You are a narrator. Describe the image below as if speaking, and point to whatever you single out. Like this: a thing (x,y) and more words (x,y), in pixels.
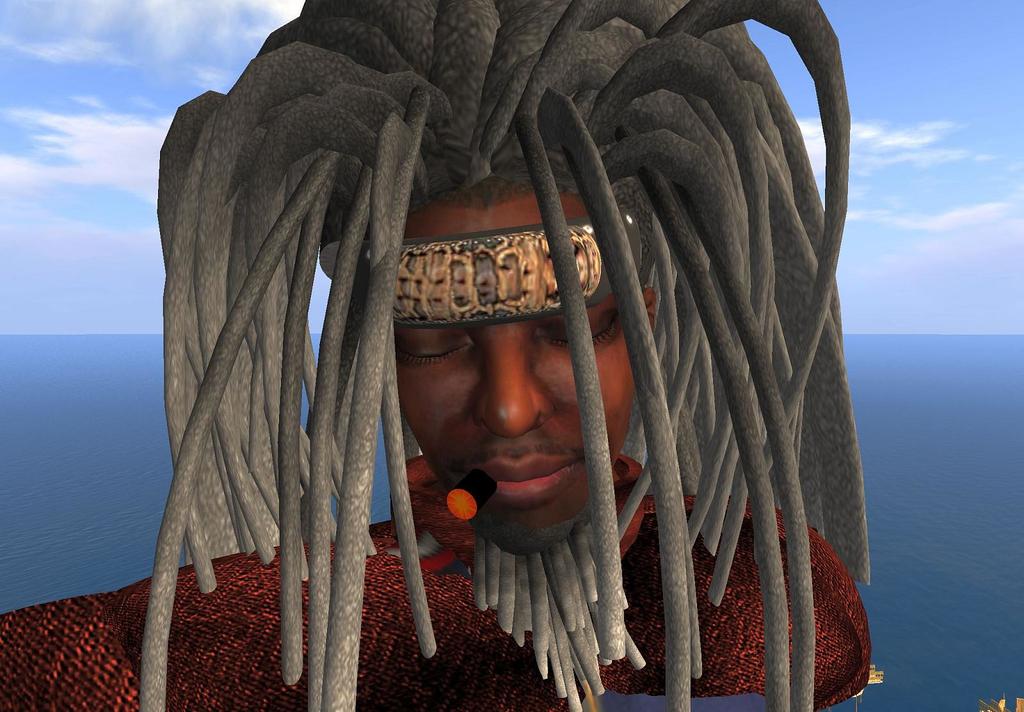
It is the animated image in which there is a man (492,461) who is having a cigar (488,494) in his mouth (507,489) and a long hair (440,155) on his head (600,134).
